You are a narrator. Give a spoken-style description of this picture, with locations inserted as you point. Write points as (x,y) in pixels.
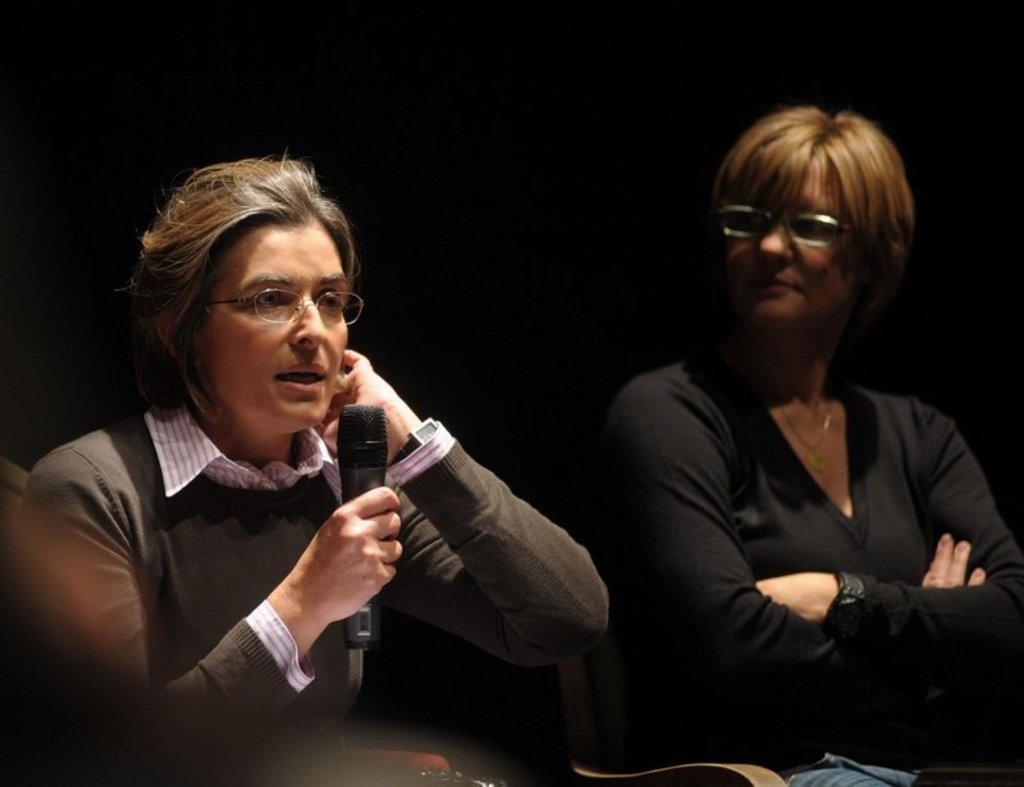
There are two women's (333,378) sitting on the chair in this image. The left side woman (173,490) is wearing brown color t shirt (353,679) and holding a mic (361,411) in her hands (372,560) and speaking. She is wearing spectacles (339,308) on her face (239,289). The woman (780,615) on the right side (724,401) is wearing black t shirt (892,534) and also she is wearing spectacles (801,237) on her face (781,229).
